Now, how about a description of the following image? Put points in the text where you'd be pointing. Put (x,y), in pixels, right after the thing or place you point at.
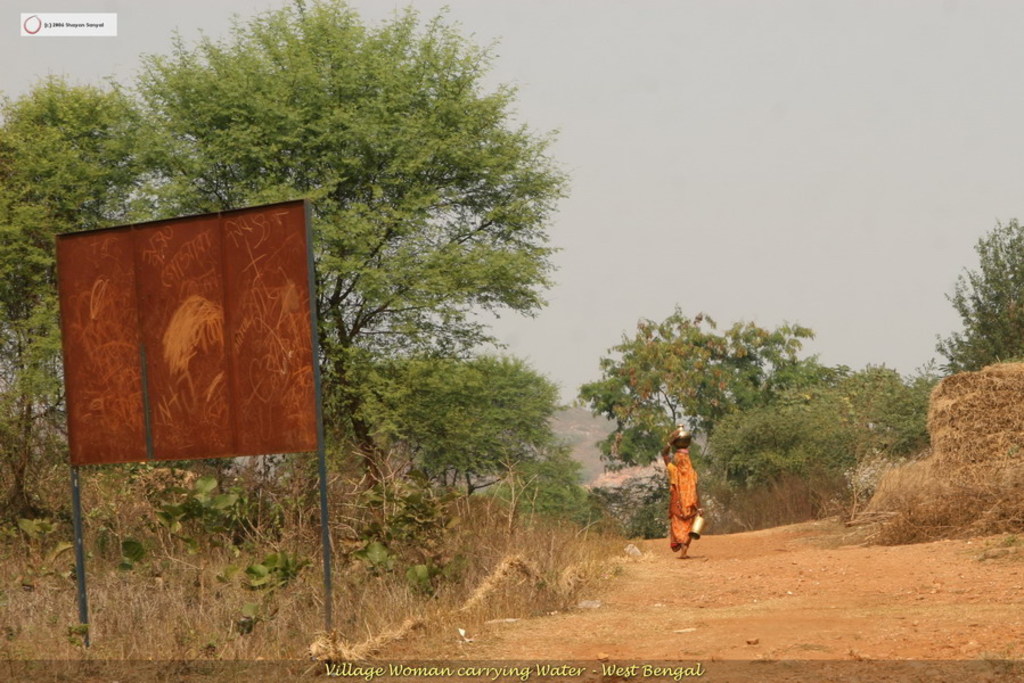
There is a mud road (686,577). And a lady (679,516) holding some vessels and walking. In the back (698,439) there are trees (743,353) and sky (643,98). At the bottom (523,666) something is written.
